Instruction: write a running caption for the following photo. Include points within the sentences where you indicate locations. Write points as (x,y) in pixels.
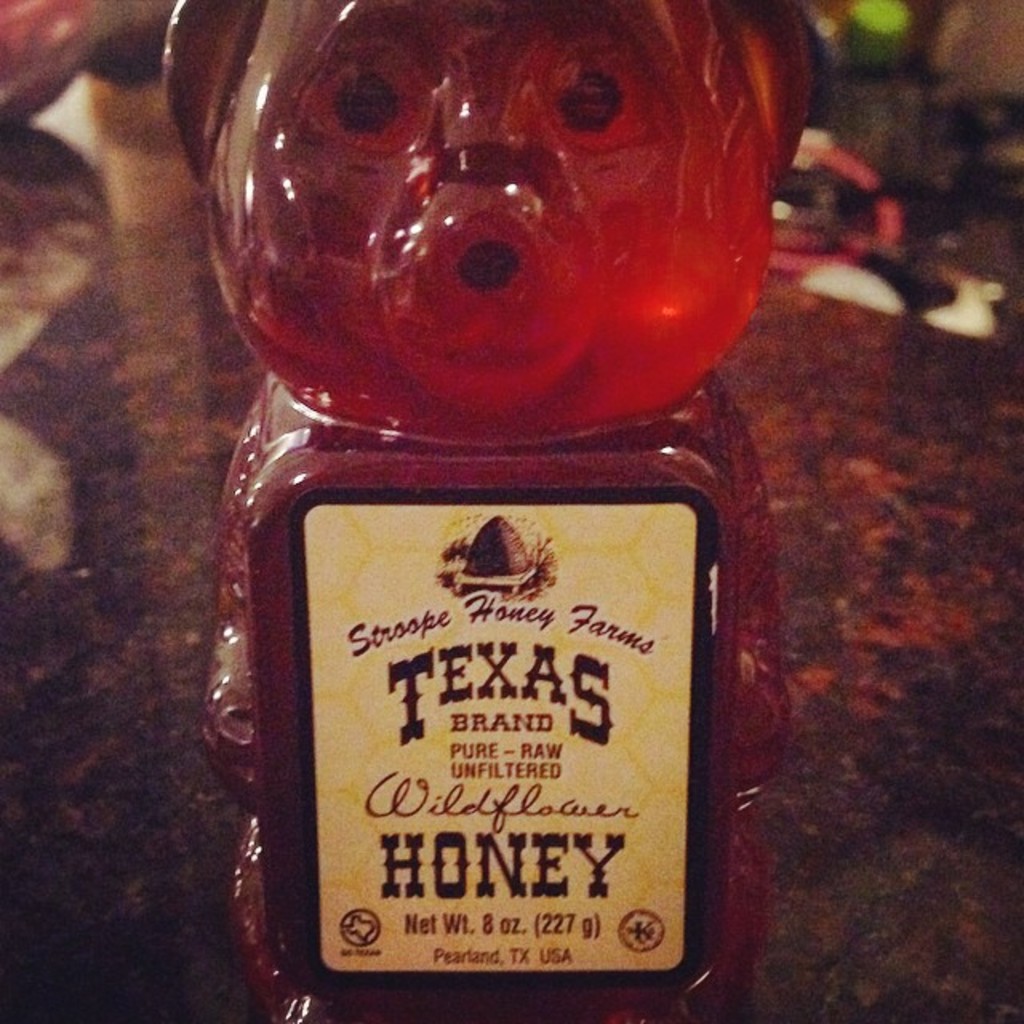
In the picture I can see a bottle (419,389) with a red color honey (405,422) in it and a label (416,903) on it on which we can see some text (416,868) is placed on the surface (1010,552). The background of the image (17,214) is dark.
